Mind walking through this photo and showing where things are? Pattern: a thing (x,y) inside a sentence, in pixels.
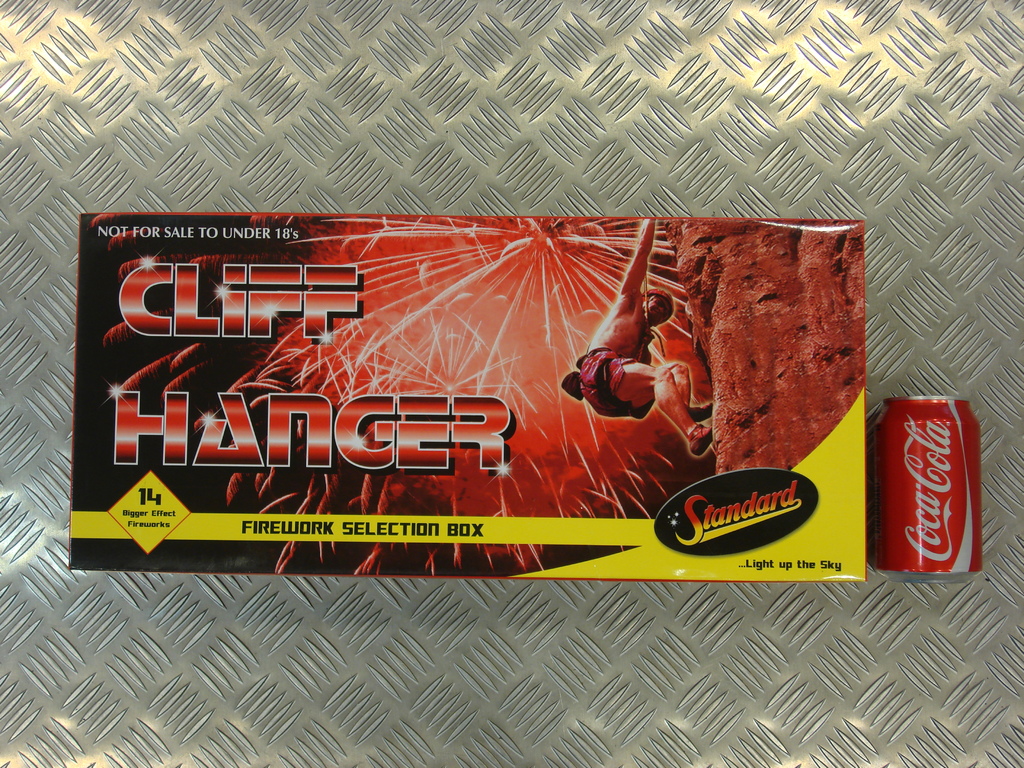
In this picture there is a box (745,461) and coke tin (949,563) and there is text (448,398) and there is a picture (616,381) of a person (645,234) on the box (716,452) and there is text (916,435) on the tin (966,483). At the bottom (1002,622) it looks like a metal floor (487,684).
